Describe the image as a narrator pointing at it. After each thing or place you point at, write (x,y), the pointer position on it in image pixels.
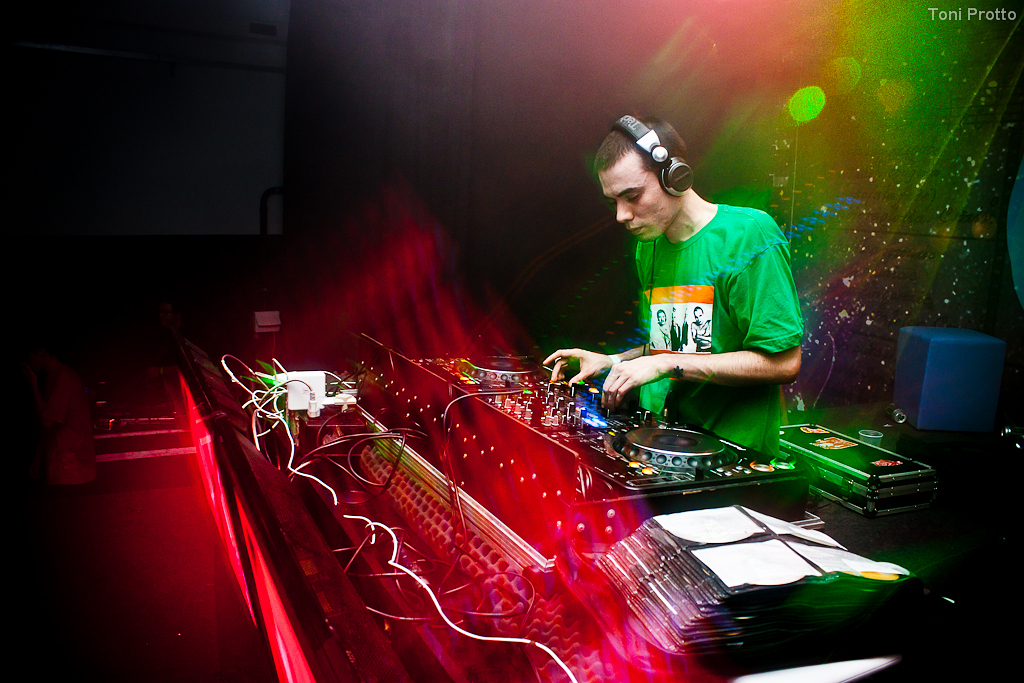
In this picture I can see a man (656,190) in front, who is wearing a t-shirt (781,278) and I see few electronic equipment (709,457) near him and I can see the colorful background (945,239). On the top of this picture (1017,12) I can see the watermark (1004,19) and I see that it is a bit dark on the left side of this image (108,287).
